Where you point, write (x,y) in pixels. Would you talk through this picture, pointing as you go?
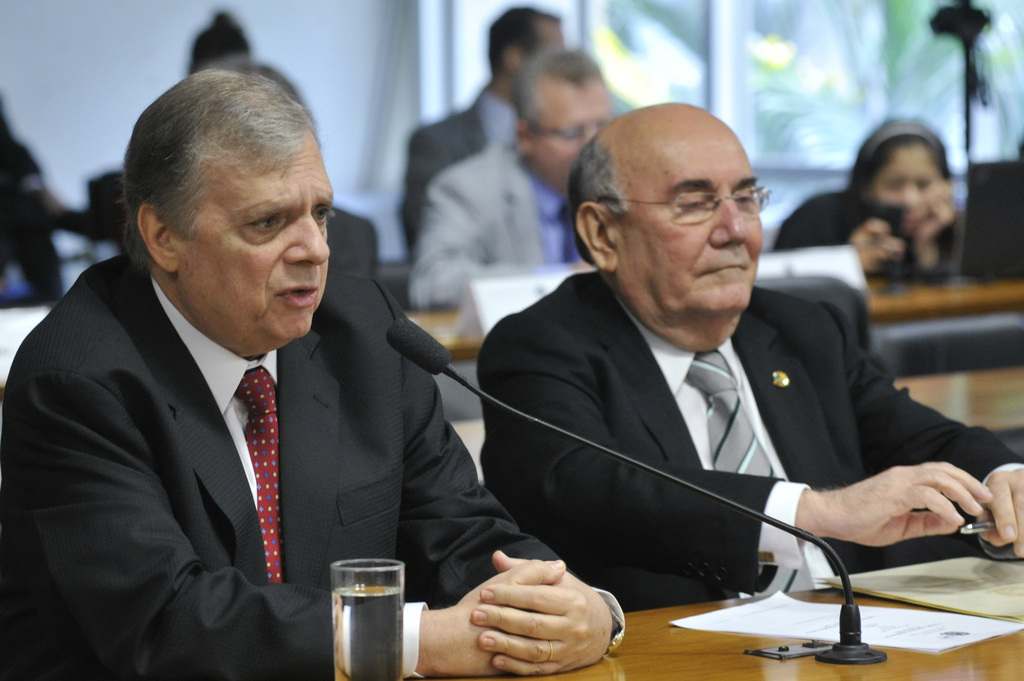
In the foreground of the image (546,421) we can see two persons (362,409) are sitting on chairs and one person (345,367) is speaking something in front of the mike (516,412). On the top of the image (535,126) we can see some people (581,75) are sitting on chairs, but that image is blurred.
